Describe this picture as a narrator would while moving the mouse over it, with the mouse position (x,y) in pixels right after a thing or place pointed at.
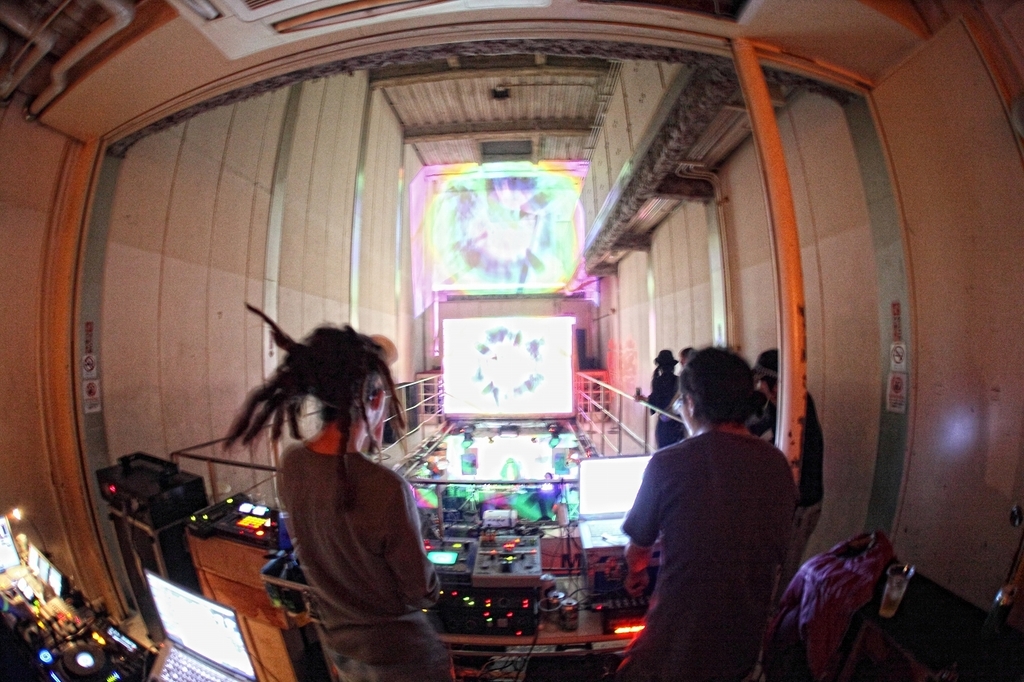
In this image we can see a few people (673,584), there are laptops (617,545), musical instruments (459,544), cables (568,545) and some other objects (554,545), also we can see the grille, wall (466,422) and the screens (491,258).
